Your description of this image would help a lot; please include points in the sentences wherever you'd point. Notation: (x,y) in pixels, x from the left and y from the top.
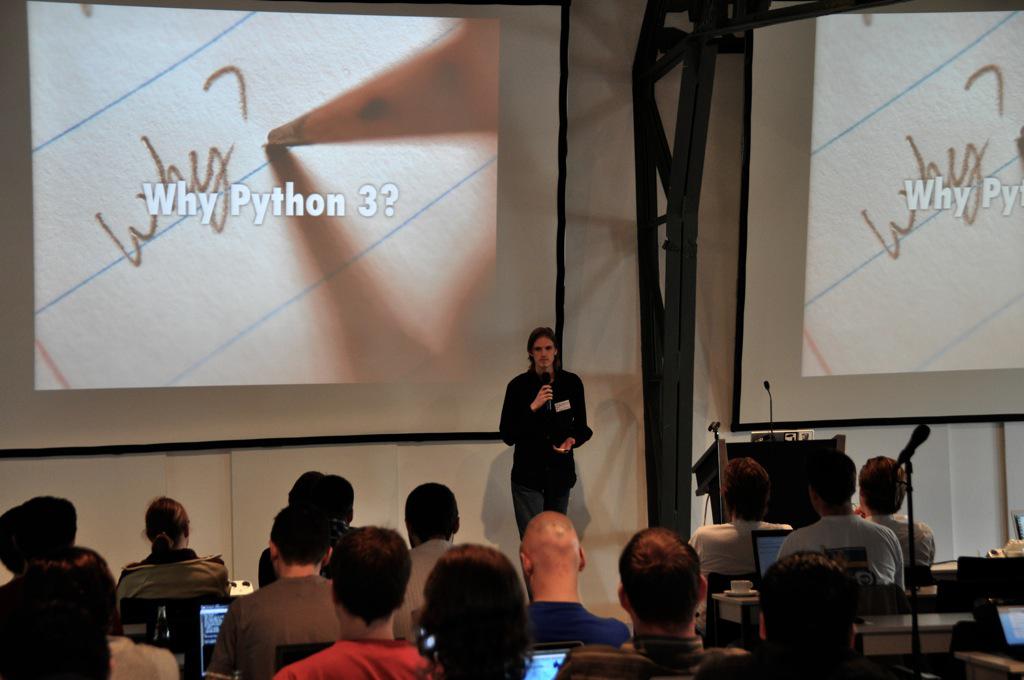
People (518,588) are present. There are laptops (544,657). There are microphones (918,445). A person (556,488) is standing at the back (562,460) wearing black dress (564,421) and holding a microphone (550,405). There are projector displays (393,272) at the back (397,240).
